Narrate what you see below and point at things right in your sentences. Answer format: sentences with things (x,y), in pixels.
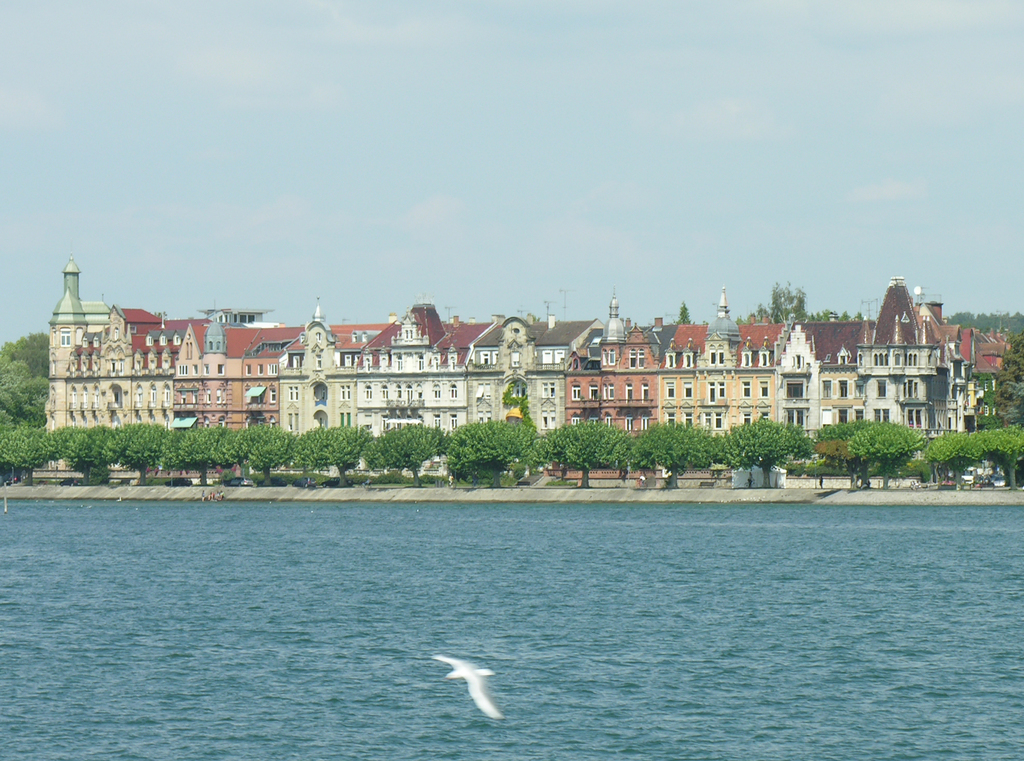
This is an outside view. At the bottom (272,578) there is a sea (296,582) and I can see a bird (470,687) is flying in the air. In the middle of the image (471,395) there are few buildings (865,368) and trees (269,453). At the top of the image (476,95) I can see the sky (179,122).
